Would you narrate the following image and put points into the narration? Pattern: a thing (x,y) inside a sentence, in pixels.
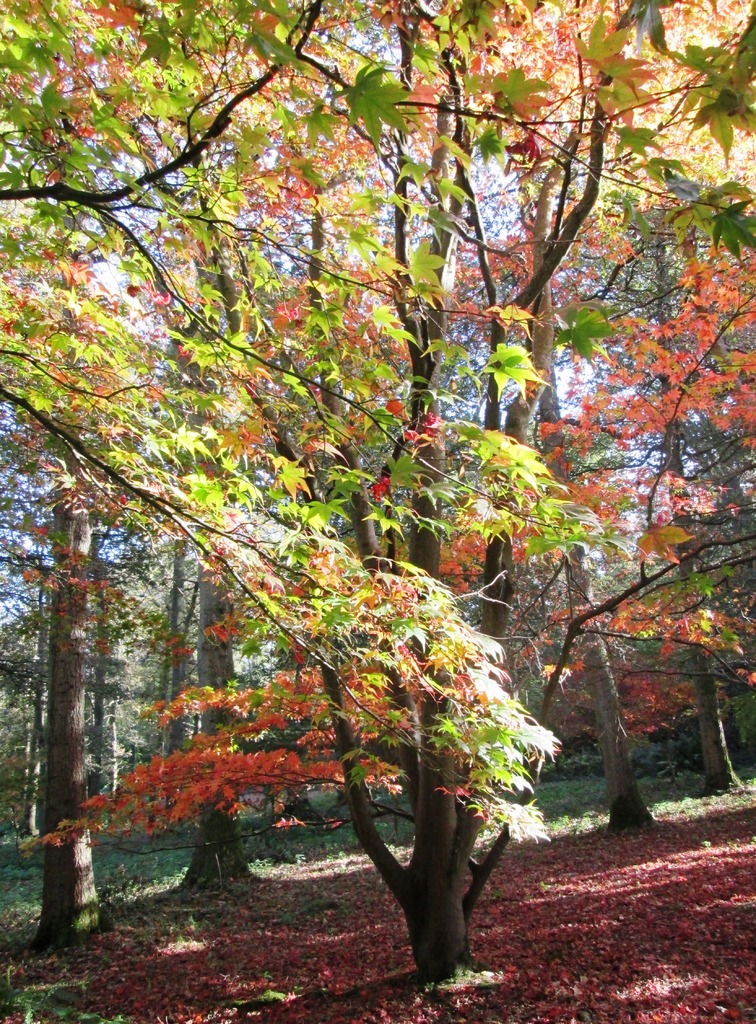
In this image, we can see trees (400,376), plants (751,739) and grass (11,906). In the background (133,162), there is the sky (160,241).
